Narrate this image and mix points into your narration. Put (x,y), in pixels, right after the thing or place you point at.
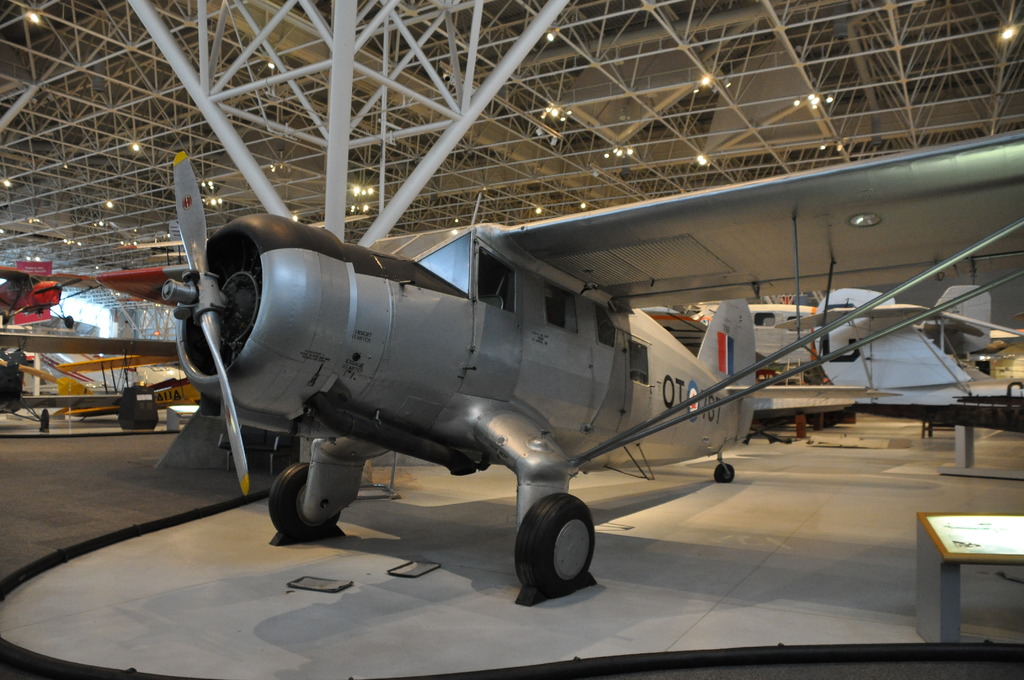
In this image I can see in the middle (622,420) it is an aeroplane (584,396) in grey color. At the top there are lights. It looks like a shed (348,190).
